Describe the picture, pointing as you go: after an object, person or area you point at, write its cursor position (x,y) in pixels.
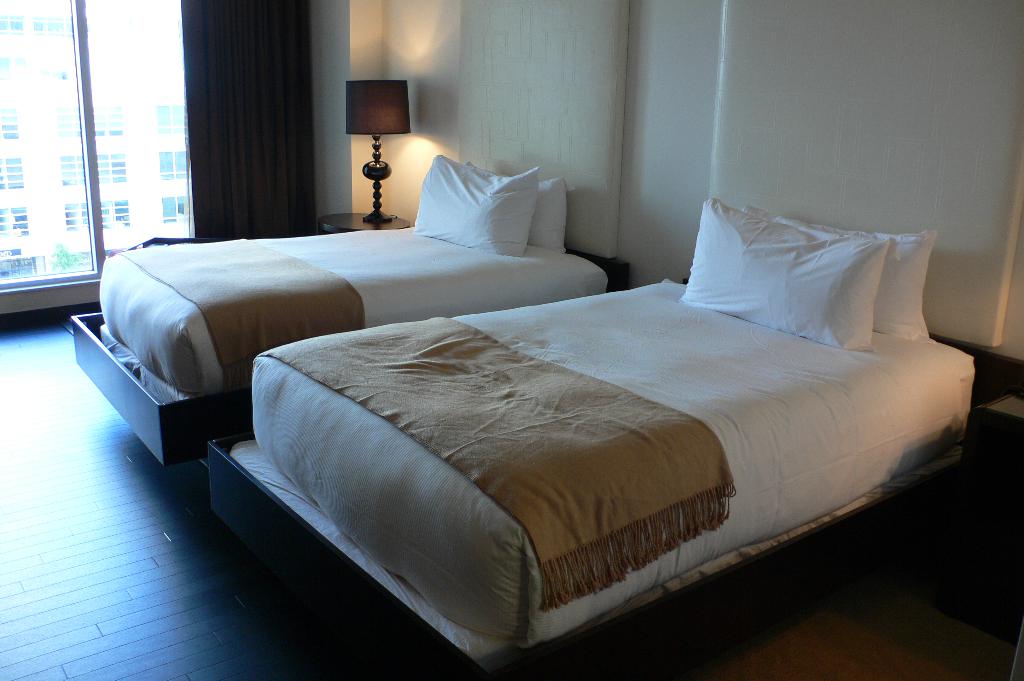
As we can see in the image there is a window (25,49), white color wall (503,117), lamp (350,118) and two beds (421,383). On beds (675,330) there are white color pillows (792,303).
